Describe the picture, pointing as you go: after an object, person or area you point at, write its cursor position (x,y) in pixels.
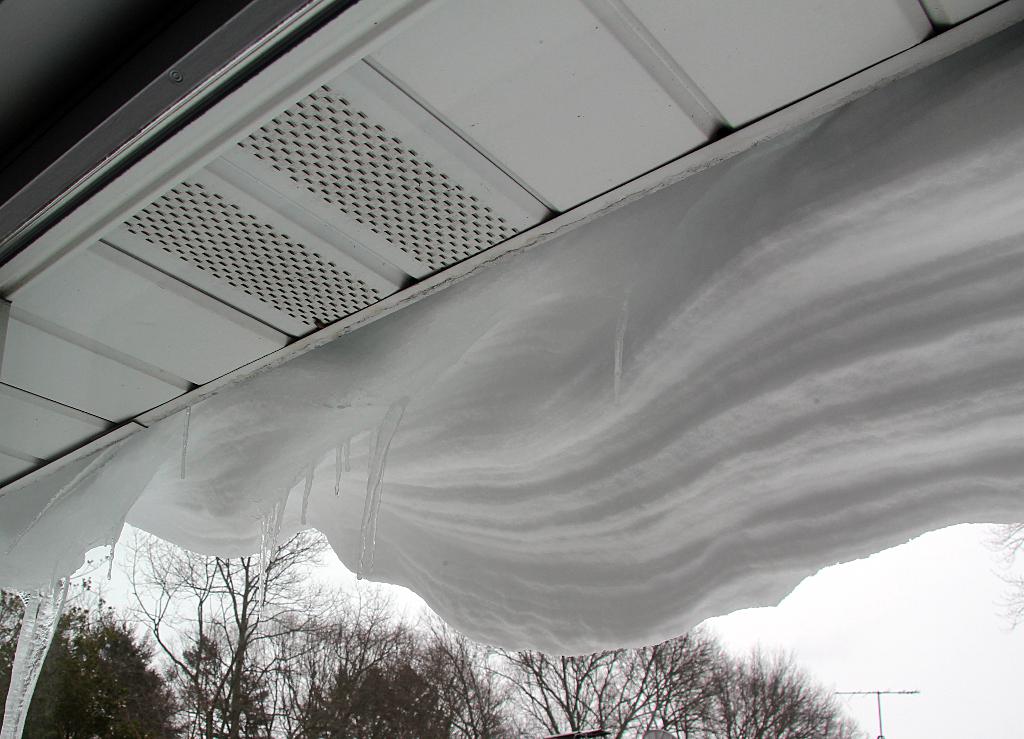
This image is a colour image. This image is taken outdoors. At the top of the image (227,185) there is a roof (215,185). In the middle of the image (439,465) there is snow (612,516). At the bottom of the image (218,688) there are a few trees (334,666).
